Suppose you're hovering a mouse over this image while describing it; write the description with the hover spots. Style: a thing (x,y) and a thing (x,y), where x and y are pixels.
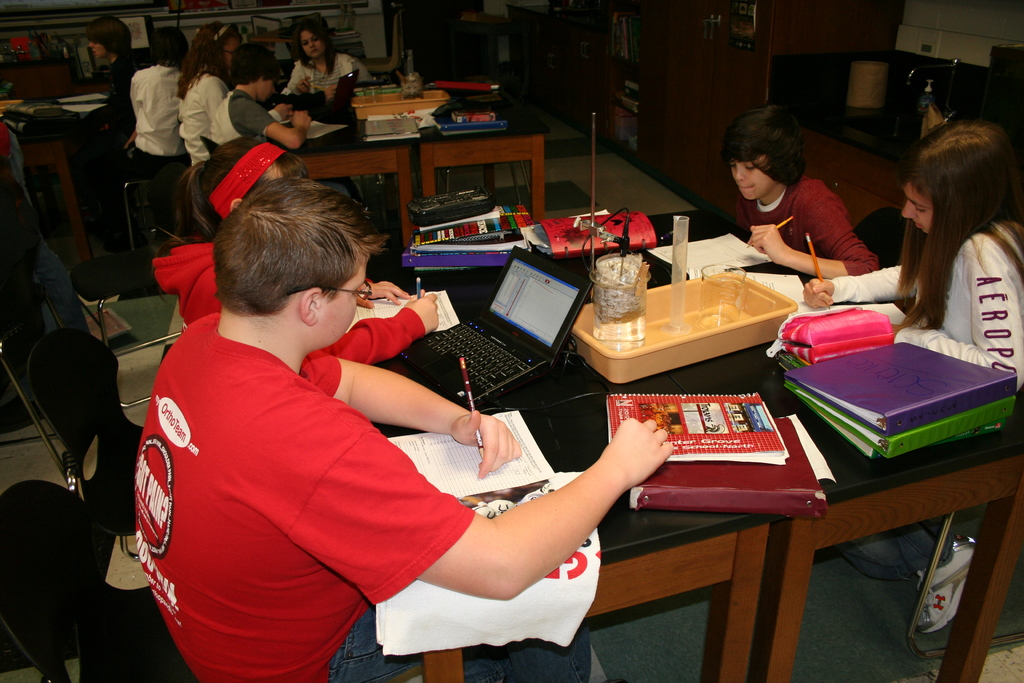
In the image we can see group of persons (178,106) were sitting around the table (780,389). On table (661,267) there is a tab (550,359), basket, bag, files (556,242), books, pens (464,376), covers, keyboard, probe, beaker (722,269) etc. In the background (576,99) there is a cupboard (665,66), sink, tap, wall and door (671,88).
